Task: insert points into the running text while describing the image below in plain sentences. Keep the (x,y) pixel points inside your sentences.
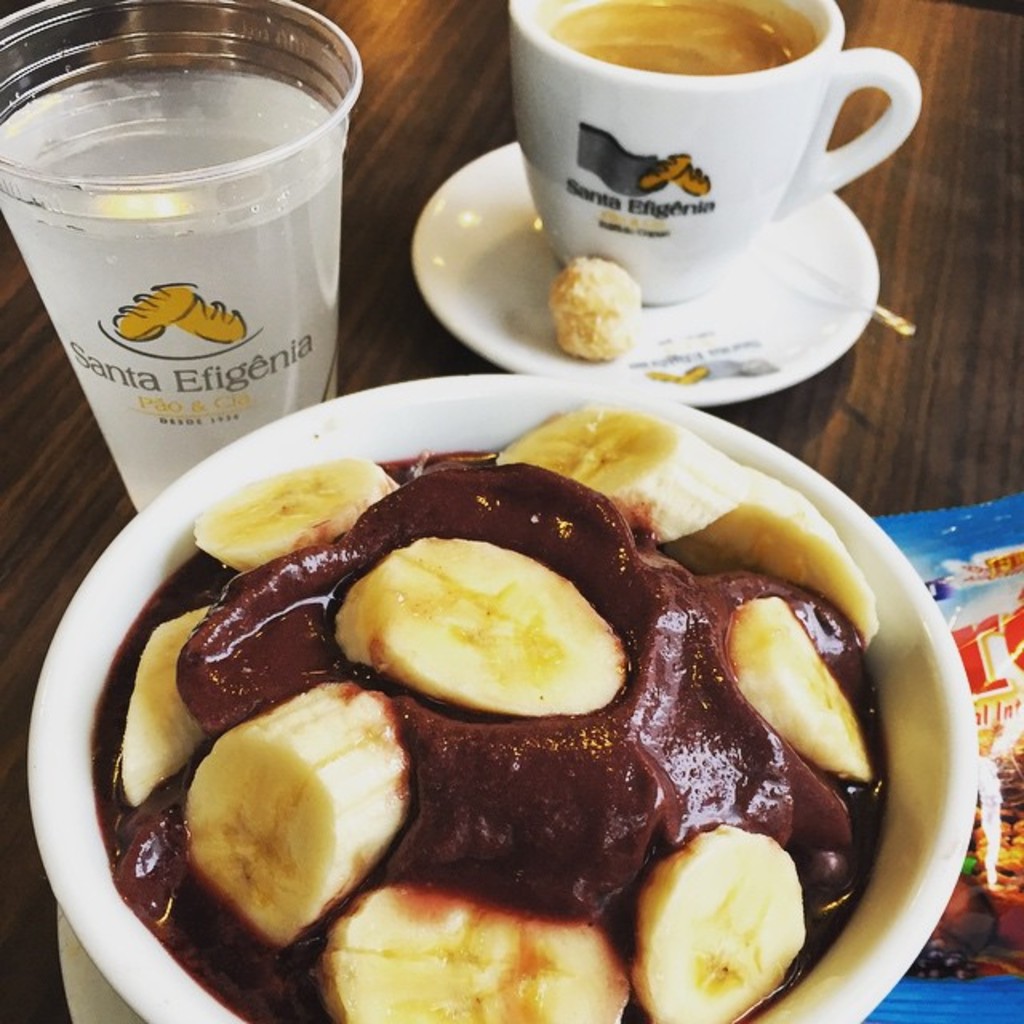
In this image there is a bowl (577,878) on the surface (866,440), there is food (505,812) in the bowl (435,722), there is an object (995,656) truncated towards the right of the image (1001,576), there is a glass (189,191), there is text (171,378) on the glass (164,362), there is a saucer (776,312) on the surface (912,312), there are objects (592,327) on the saucer (502,268), there is a cup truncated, there is a cup (659,197) on the saucer (727,299), there is a drink (685,45) in the cup (747,104).
